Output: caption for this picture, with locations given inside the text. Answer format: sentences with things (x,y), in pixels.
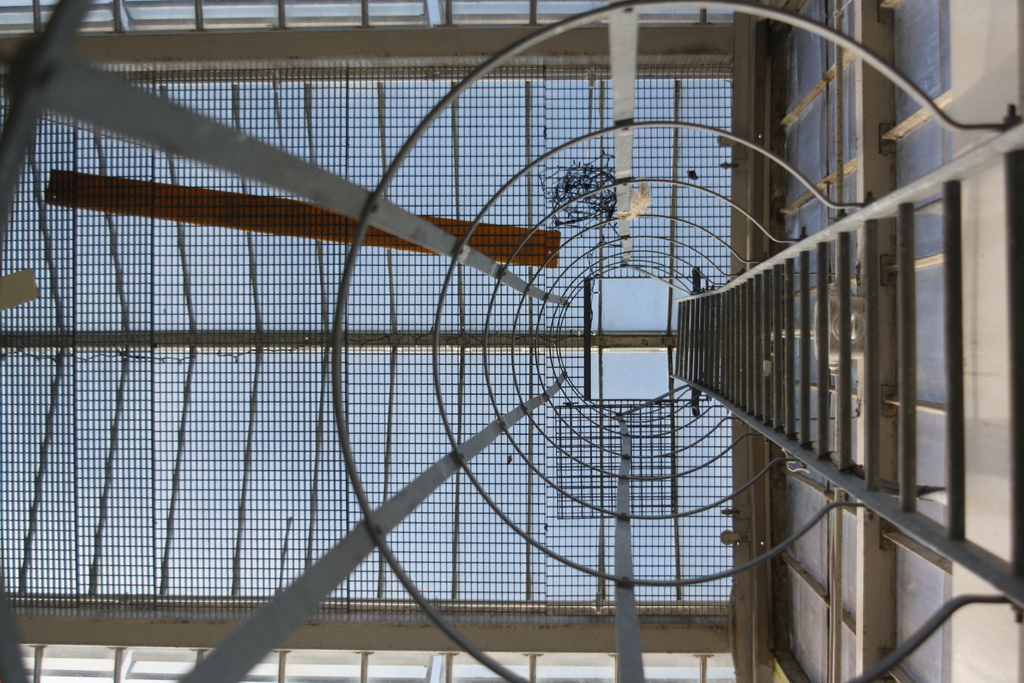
In this image we can see the fence (579,499) with rods (613,515) and there is the ladder (885,508) and at the right side (888,135) it looks like a wall (864,193).
